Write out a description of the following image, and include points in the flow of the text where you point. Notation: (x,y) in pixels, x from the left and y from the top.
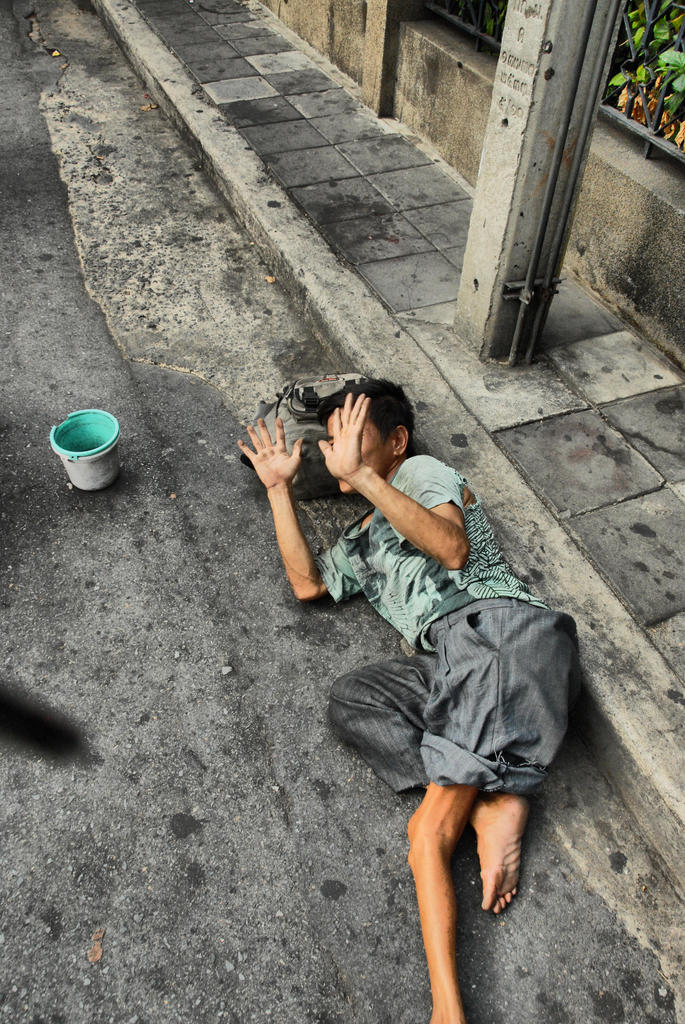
In the image there is a boy (391,543) laying on the road (261,377) beside the footpath (533,412), there is an object (93,462) in front of him and there is a pole (496,142) on the footpath (515,367), behind the pole (498,233) there is a wall (587,206).
